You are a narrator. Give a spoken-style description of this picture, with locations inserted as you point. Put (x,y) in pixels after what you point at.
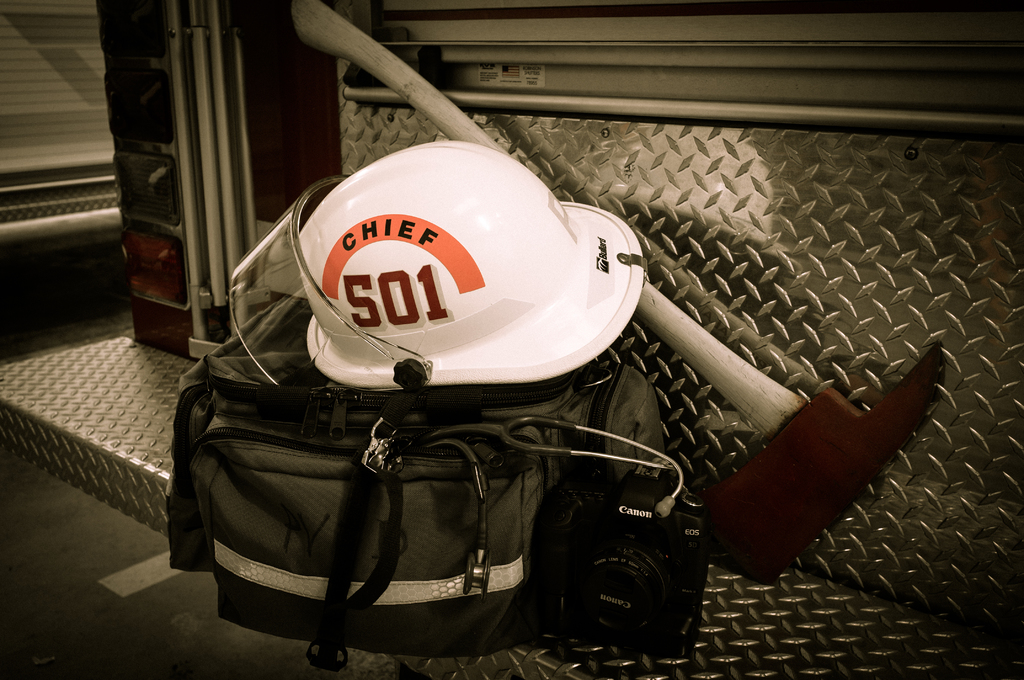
In this picture I can see a helmet (329,312), bag (400,575), camera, stethoscope (636,461) and an object (414,104) on the metal bench (888,664), and the metal bench (981,663) is attached to the vehicle (221,68).
